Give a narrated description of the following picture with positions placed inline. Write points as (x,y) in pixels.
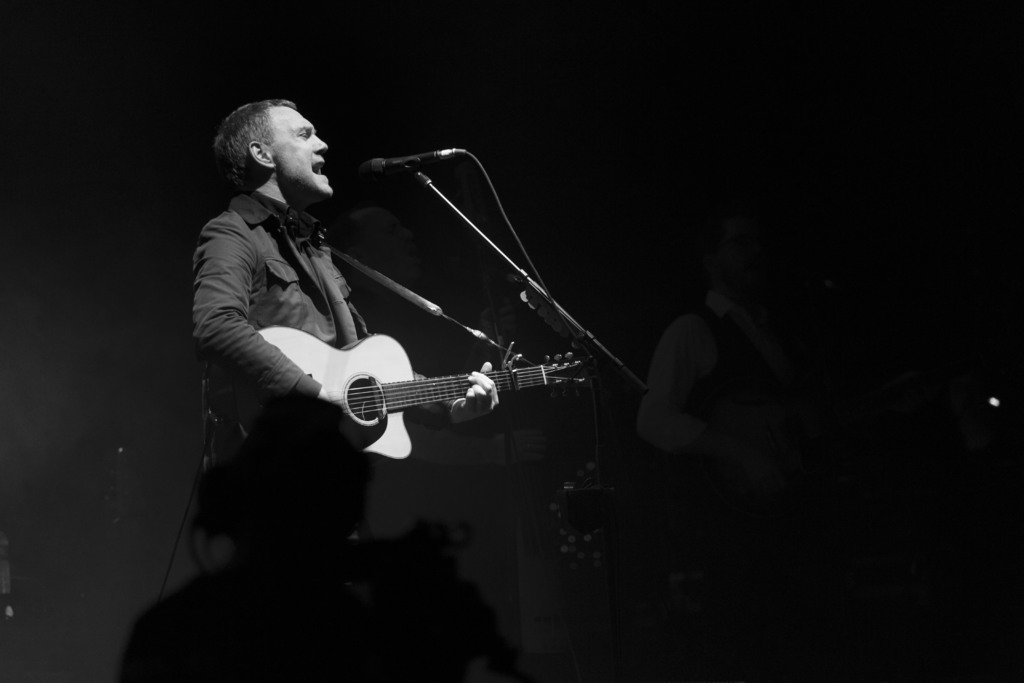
This picture shows a man (242,379) singing with help of a microphone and playing a guitar (379,367).
